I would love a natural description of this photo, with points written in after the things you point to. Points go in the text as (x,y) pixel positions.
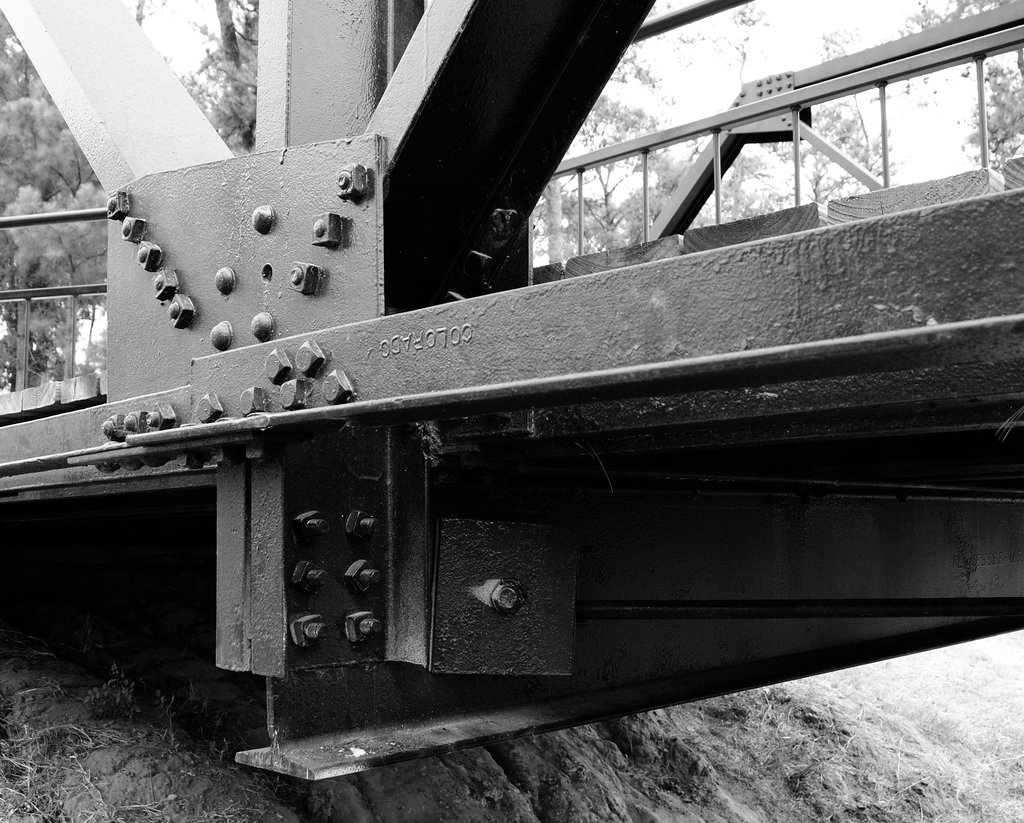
This looks like a black and white image. I think this is a bridge (668,300). These are the bolts (304,524), which are used to fix the iron bars (298,86). In the background (56,187), I can see the trees (959,16).
